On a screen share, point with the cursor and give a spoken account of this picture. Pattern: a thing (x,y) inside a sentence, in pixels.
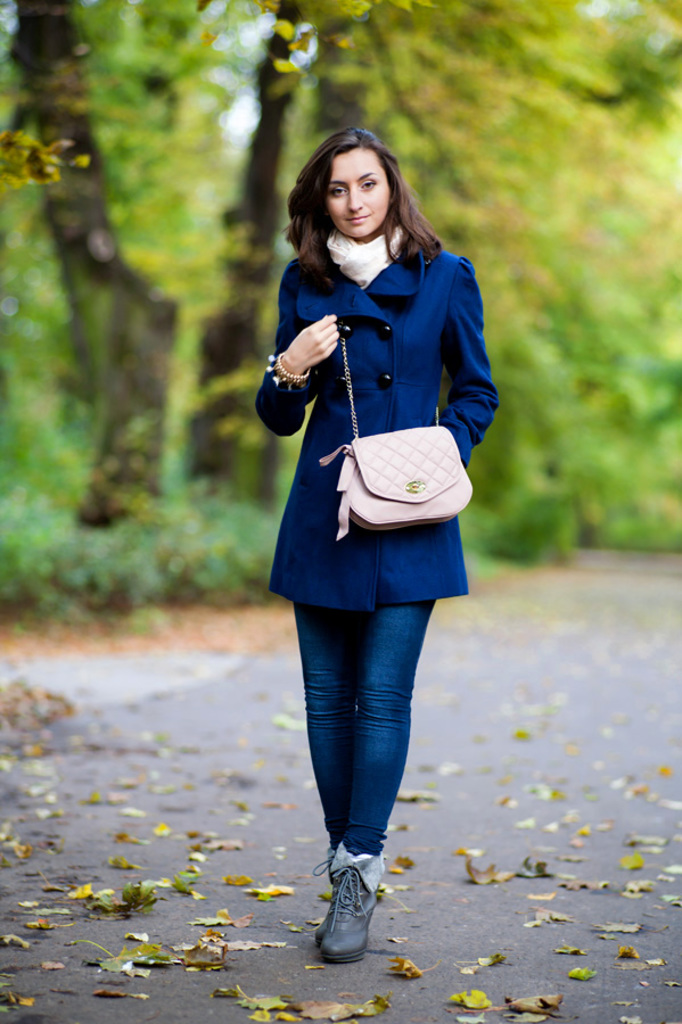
In the foreground (429,477) a woman (416,232) is walking on the road (287,767), who is wearing a blue color suit (434,398) and light cream color bag (425,450) in her hand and scarf (357,281) of white in color. In the background (260,119) trees (626,432) are visible and sky (234,81) visible. This image is taken on the road (429,953) during day time.
